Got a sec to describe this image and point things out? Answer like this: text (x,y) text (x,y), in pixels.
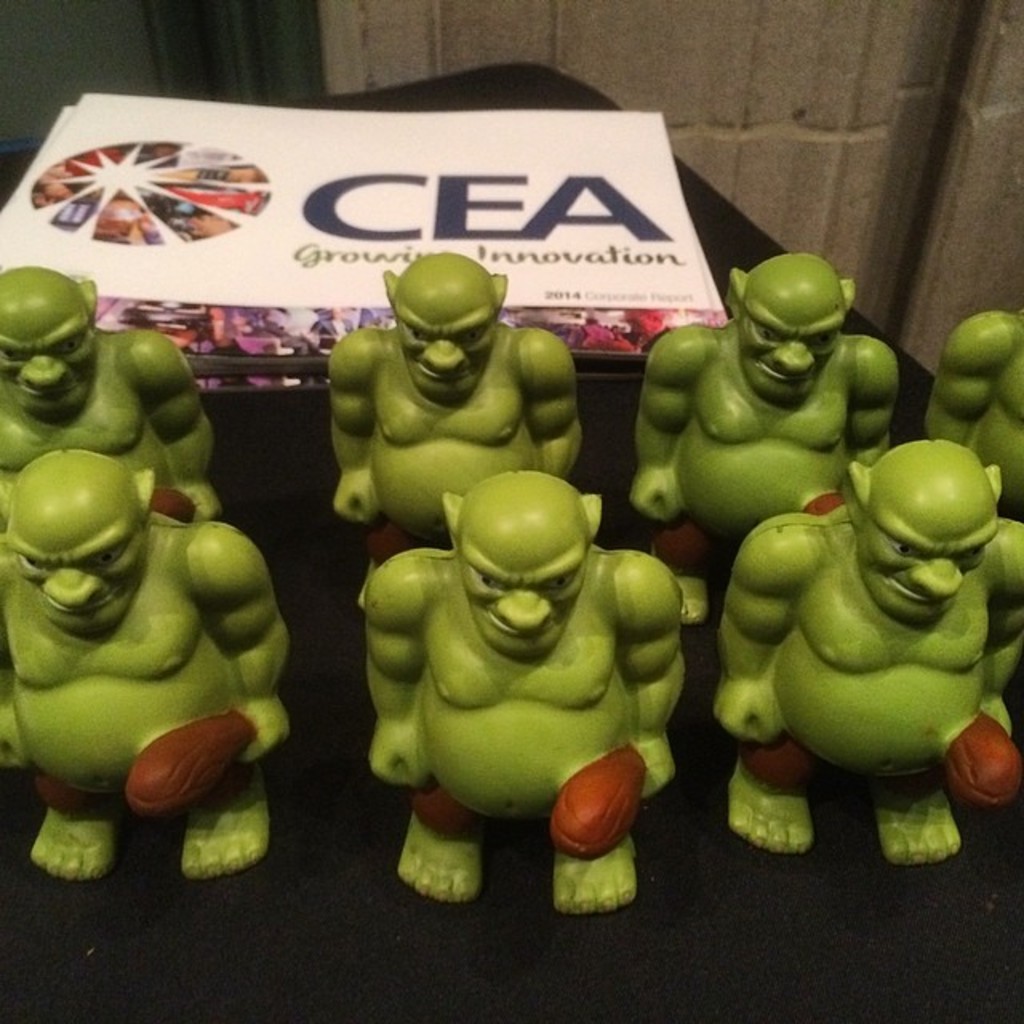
In the center of the image (478,375) there are toys (262,573) on the table (211,881). In the background of the image (615,53) there is wall (619,65).
